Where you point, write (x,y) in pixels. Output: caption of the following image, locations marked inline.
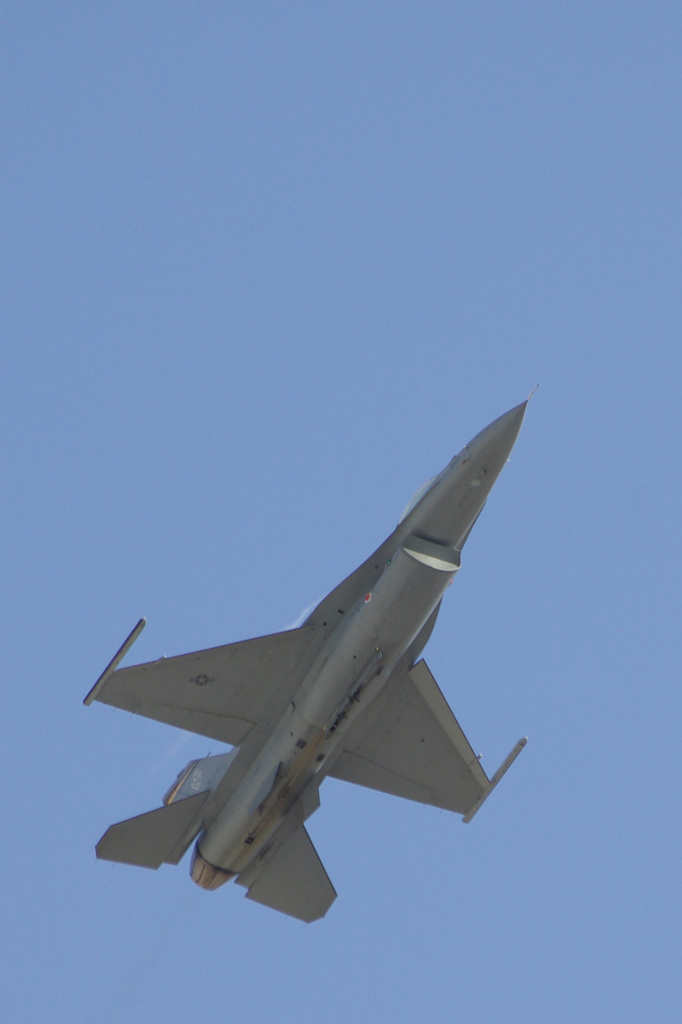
In this picture we can see an aircraft (341,720) flying, in the background (308,569) there is sky (228,313).
